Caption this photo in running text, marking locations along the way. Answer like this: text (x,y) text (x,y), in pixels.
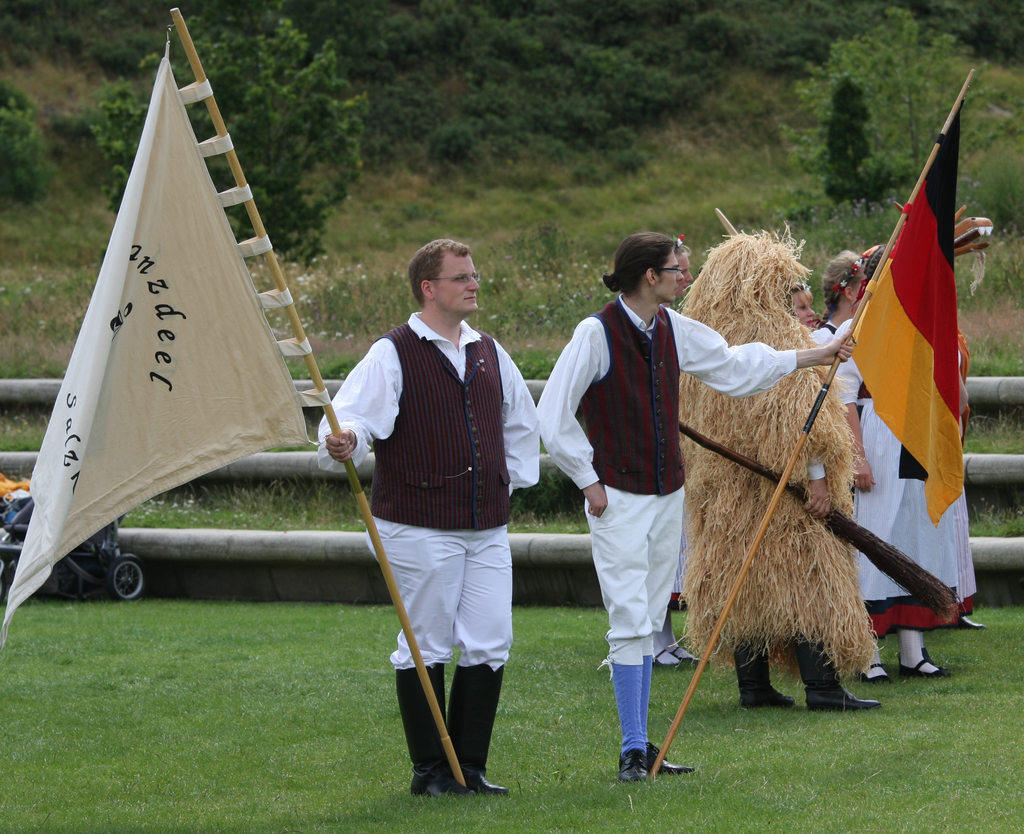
In the image there are two men (526,474) with white dress (370,370) and brown jacket (493,485) standing in the middle of the ground (912,817). And they are holding the poles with the flags (885,408) in their hands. Behind them there are few people (861,467) standing. And in the background (948,10) there are steps (230,468), grass (402,289), plants (373,281) and trees (380,144).
